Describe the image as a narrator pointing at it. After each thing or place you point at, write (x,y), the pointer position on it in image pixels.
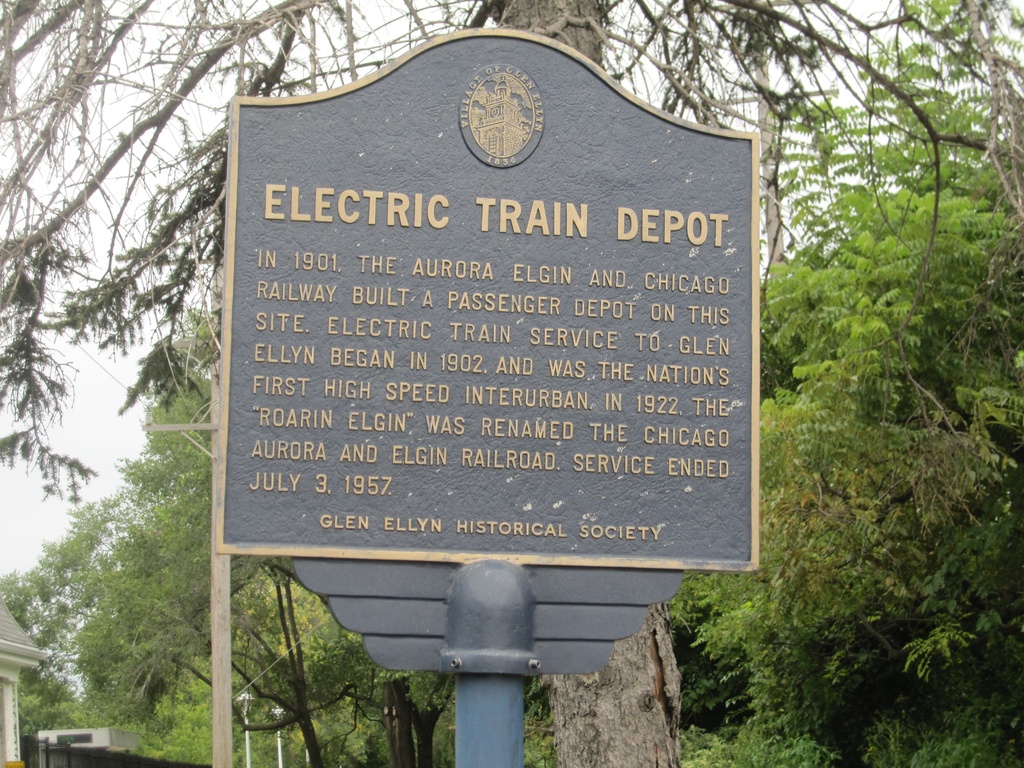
In this image I can see a board (514,309) with pole (450,621). On the board (421,241) there is a logo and there are some words (338,354) on it. There are trees (583,679), poles (228,723), buildings (62,738) and in the background (55,320) there is sky (6,315).
